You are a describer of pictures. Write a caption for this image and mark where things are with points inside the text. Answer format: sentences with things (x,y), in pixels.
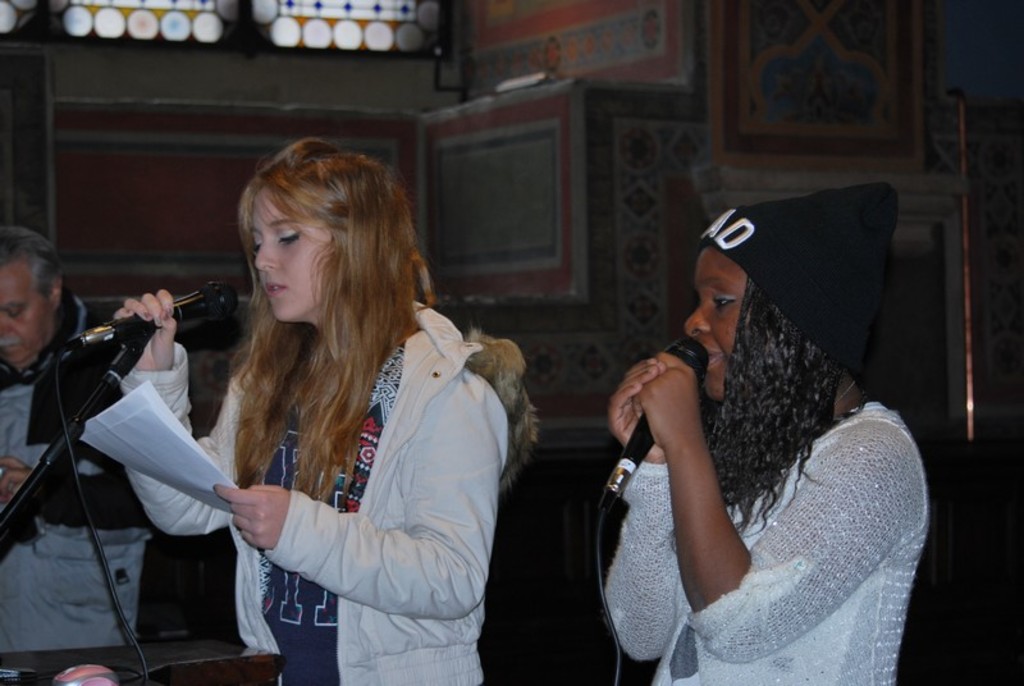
In the image we can see three persons (437,545). And the two women (632,424) were holding microphone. And center person (321,457) holding paper (212,486). And back we can see wall (355,140) and glass window (375,47) and few objects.
